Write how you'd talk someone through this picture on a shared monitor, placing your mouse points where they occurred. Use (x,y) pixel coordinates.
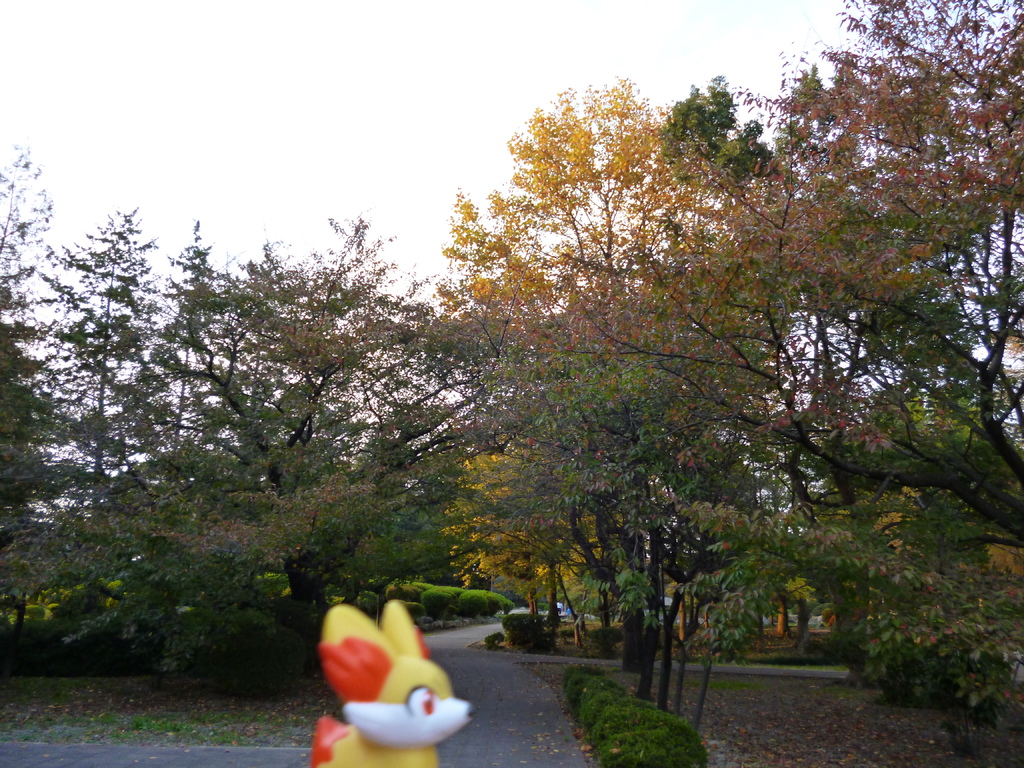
This image is clicked outside. There are trees (400,448) in the middle (552,305). There is a toy (405,646) at the bottom (377,714). There is sky (406,68) at the top (377,131).
